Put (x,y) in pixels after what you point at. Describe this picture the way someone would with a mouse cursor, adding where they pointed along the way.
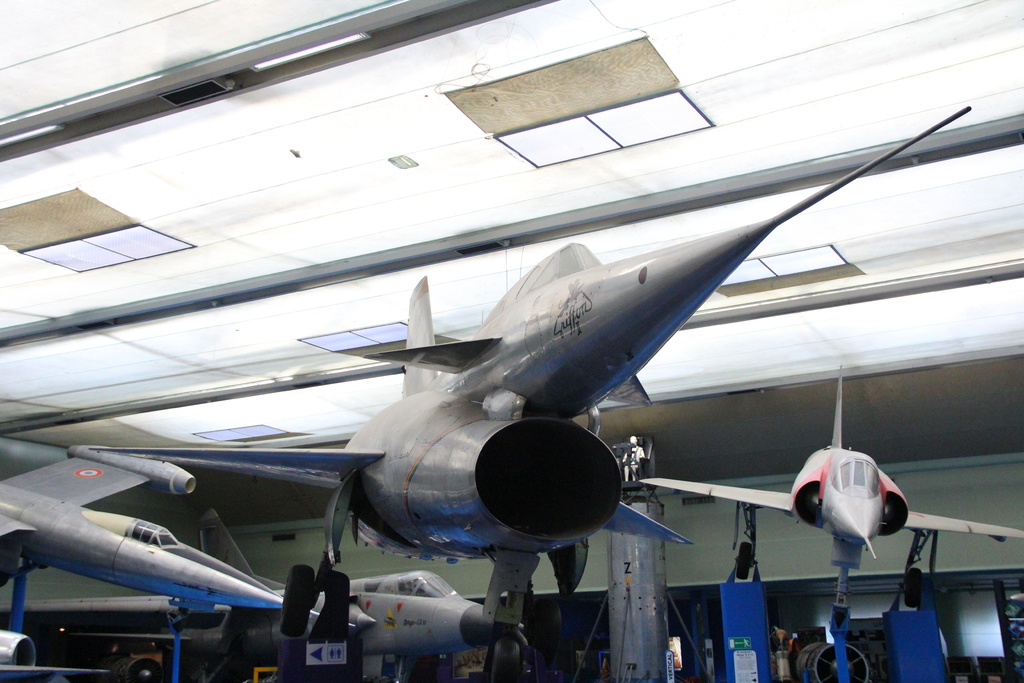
In this image we can see aircrafts (514,480). In the background (763,567) there is a wall (820,544). At the top (466,56) there is a roof (382,103).
